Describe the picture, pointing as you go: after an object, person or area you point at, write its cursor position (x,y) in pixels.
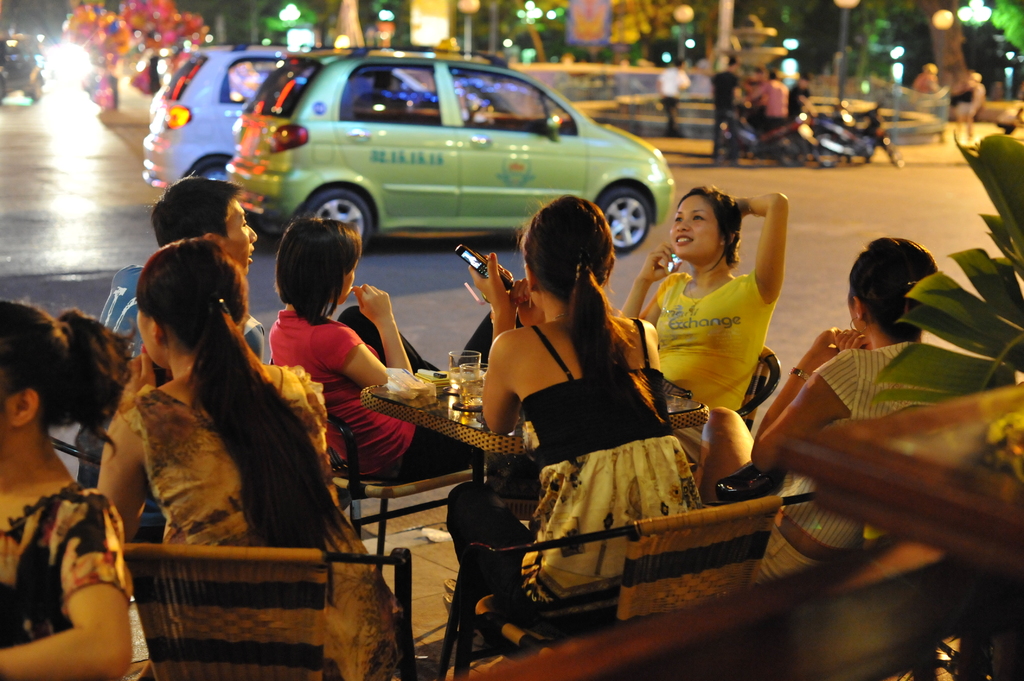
There are persons (296,415) in different color dresses (93,561), sitting on chairs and there are some objects (422,386) on a table (436,388). On the right side (945,366), there is a plant (957,323). In the background (859,136), there are vehicles (342,109) on the road (895,150), there are persons (673,79), there are lights (964,14) and there are trees (377,9).
